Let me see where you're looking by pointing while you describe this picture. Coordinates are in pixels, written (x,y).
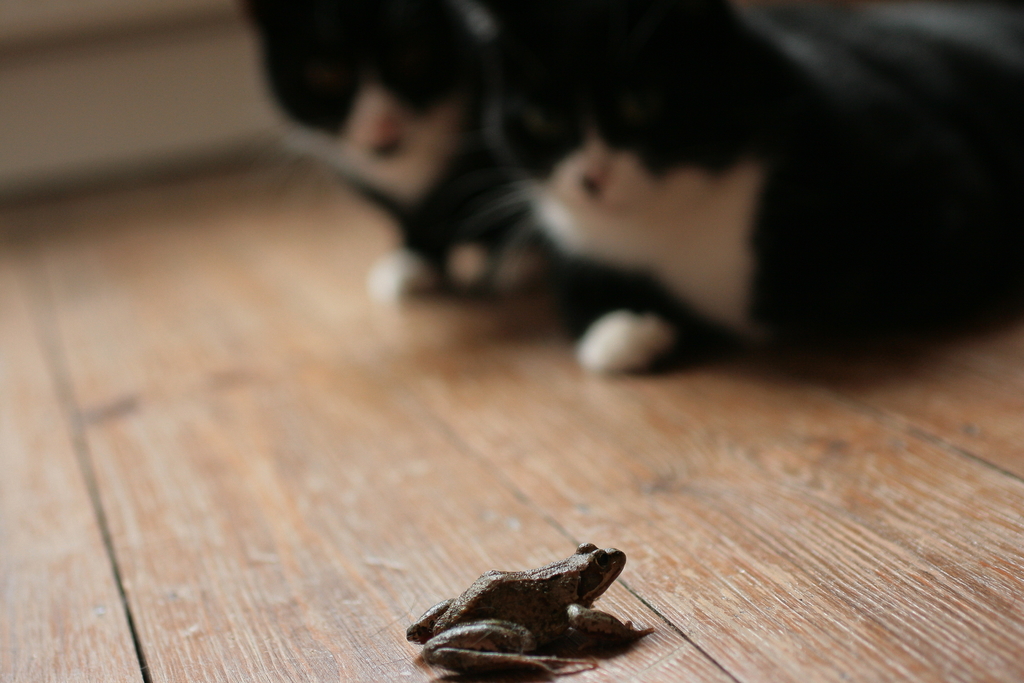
In this picture we can see a frog (462,614) and two animals (604,58) on a wooden platform (502,350) and in the background (181,7) it is blurry.
